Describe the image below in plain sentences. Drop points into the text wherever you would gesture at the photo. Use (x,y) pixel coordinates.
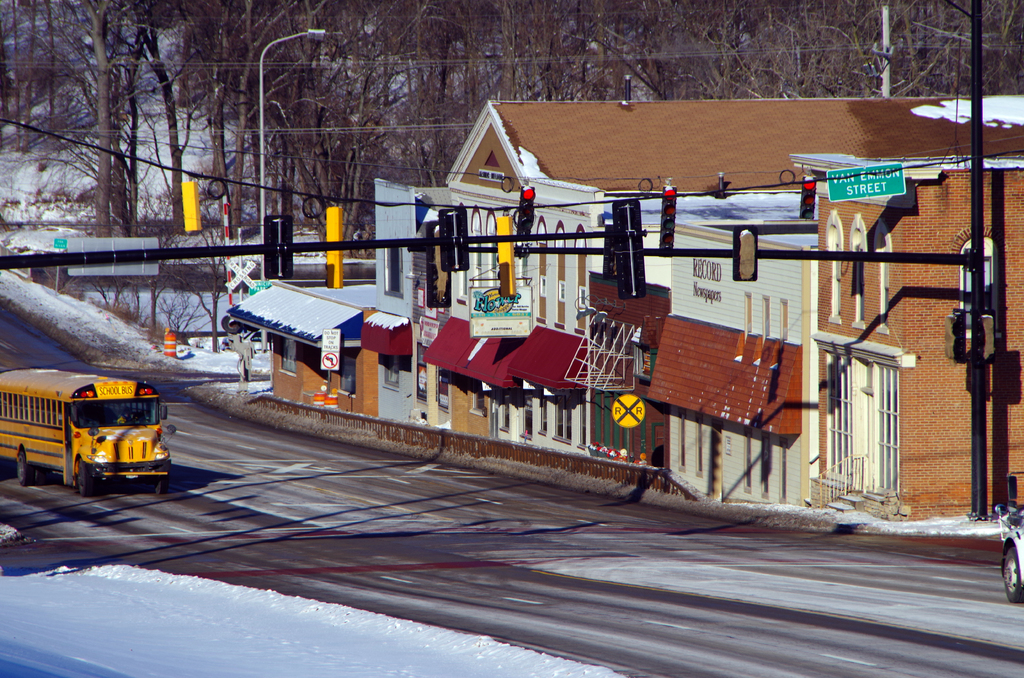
In this image I can see the vehicle (94,471) on the road (293,554). The vehicle (14,461) is in yellow color. To the side of the road (467,470) I can see the light poles (915,260), boards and the house (674,268). In the background (381,95) there are many trees (239,88) and the snow (81,175).
